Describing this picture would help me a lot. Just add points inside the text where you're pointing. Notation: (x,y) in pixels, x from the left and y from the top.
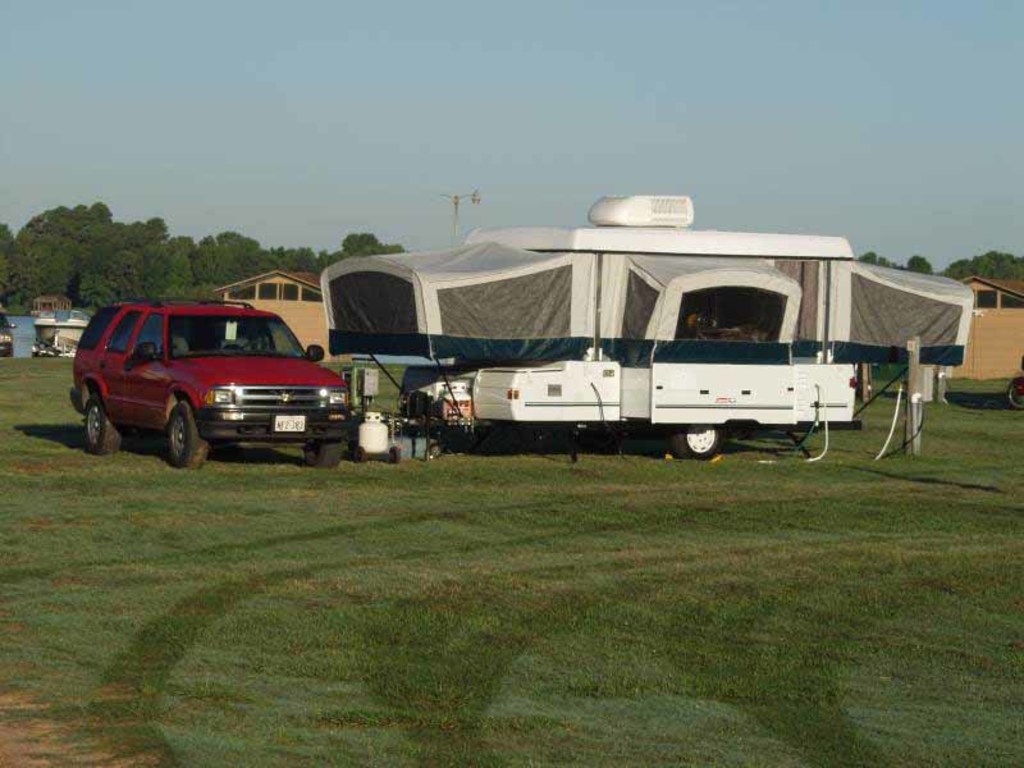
In this image, we can see recreational vehicle (565,312) and car (224,382). There are some cars (271,378) on the left side of the image (97,328). There is a shelter house (296,298) in the middle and on the right side of the image (987,337). There is a grass (823,715) on the ground (558,657). There is a sky (696,183) at the top of the image (566,64).
